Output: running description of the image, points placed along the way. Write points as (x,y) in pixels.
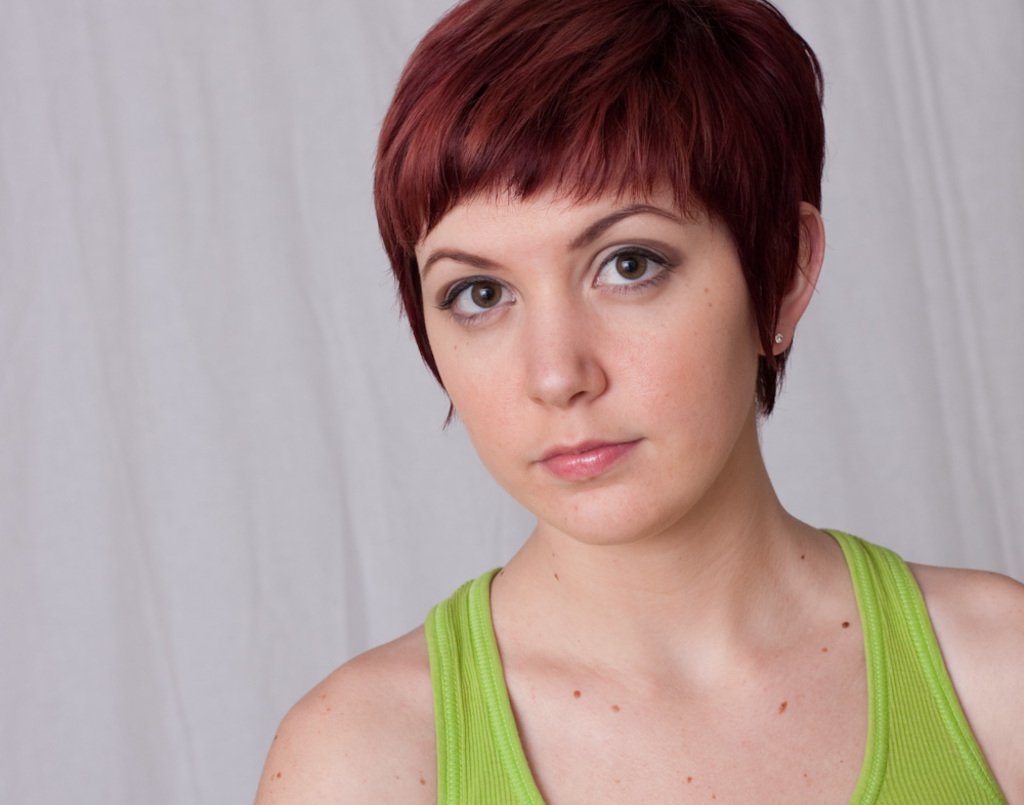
In this image I can see a woman (615,399) and I can see she is wearing green colour dress (967,762). I can also see white colour in the background (399,66).
